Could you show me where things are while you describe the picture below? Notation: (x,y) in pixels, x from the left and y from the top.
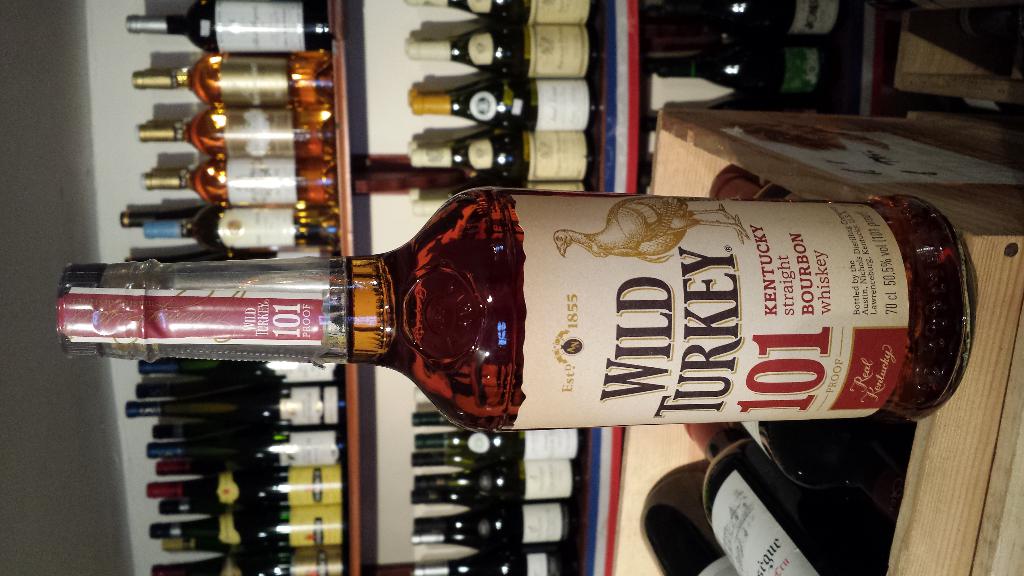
Front this bottle (461,308) is filled with liquid (468,295) and there is a sticker (630,324) on this bottle (660,273). This box (961,409) is filled with bottles (788,503). Far this rack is also filled with bottles (436,448).
